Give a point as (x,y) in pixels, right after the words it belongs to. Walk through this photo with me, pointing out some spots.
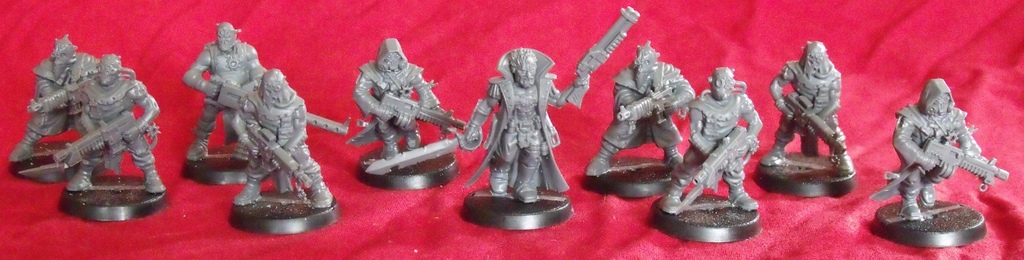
In the foreground of this image (260,105), there are toy statues (240,155) on the red surface (144,235).
